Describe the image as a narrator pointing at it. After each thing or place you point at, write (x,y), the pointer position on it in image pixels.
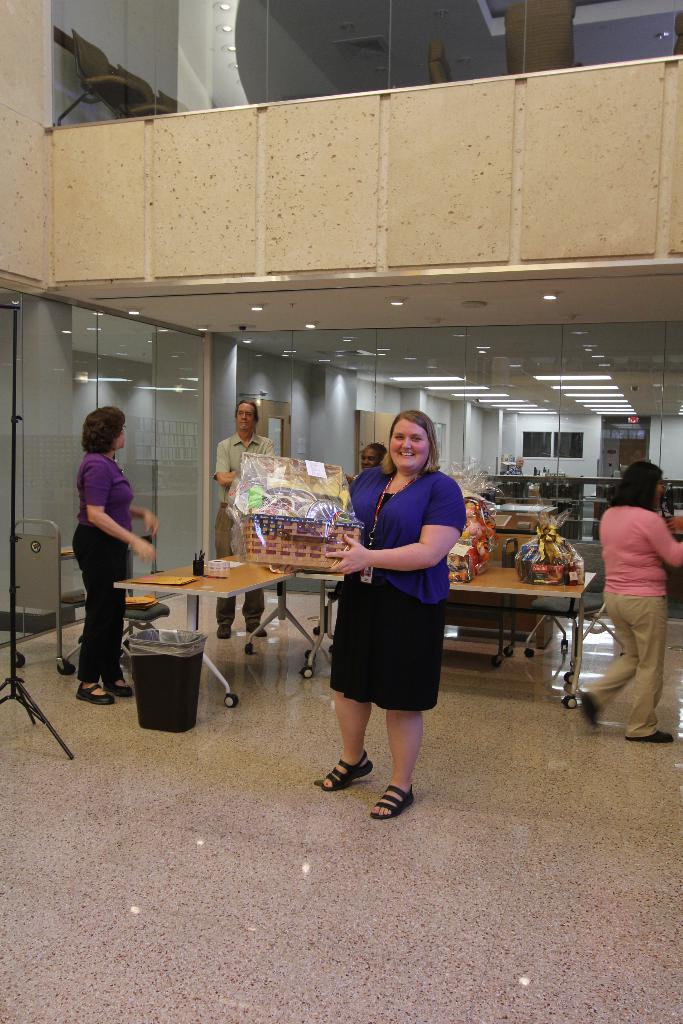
In the image there are group of people (365,514). In middle (412,524) there is a woman (410,525) who is holding basket (332,524) and she is also wearing her identity tag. On left side (100,597) we can see a woman (93,494) who is standing. On right side (646,525) we can see another woman (652,587) who is walking on left corner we can see a man (254,447) standing behind the table (237,580). On table (249,573) we can see some fruits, basket (547,566), card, paper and there is a black color dustbin (188,653). In background (576,434) we can see a wall (677,438), lights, and a man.
